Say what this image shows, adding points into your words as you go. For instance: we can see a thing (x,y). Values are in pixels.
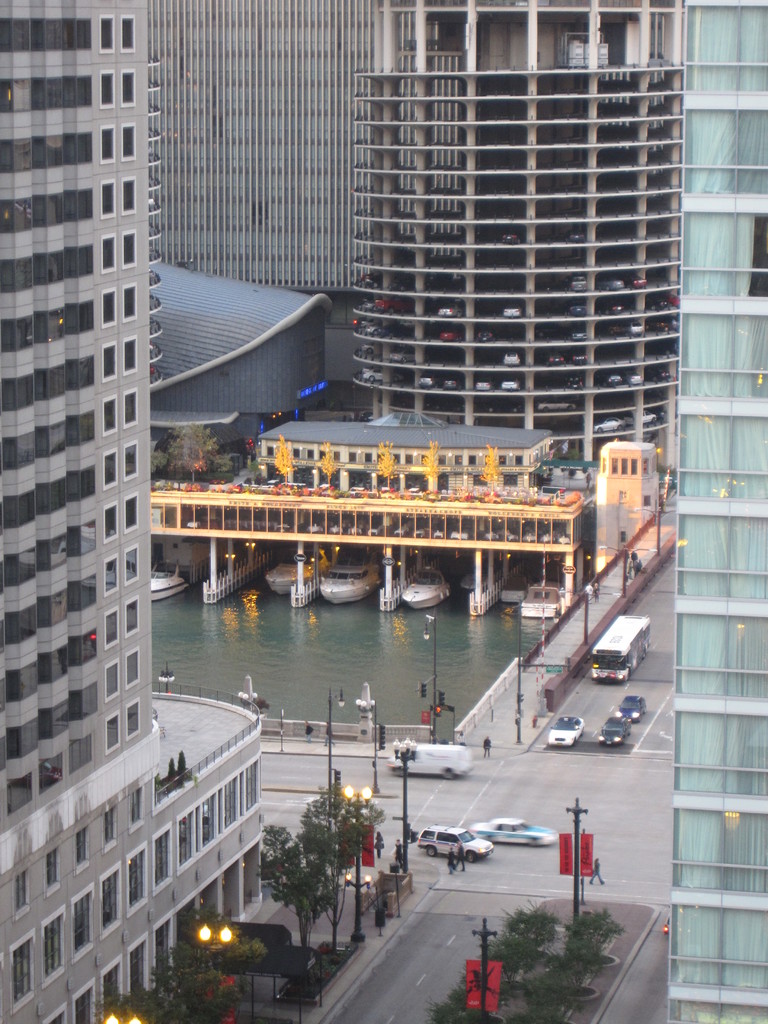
In this image I can see few vehicles (454,830) on the road (552,773). On both sides of the roads (529,870) I can see the poles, plants (555,1016) and the buildings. To the left (228,952) I can see the trees (196,946). In the background (442,686) I can see the water (401,672), bridge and few more buildings (344,520). I can see few boats (283,581) on the water (266,614).
